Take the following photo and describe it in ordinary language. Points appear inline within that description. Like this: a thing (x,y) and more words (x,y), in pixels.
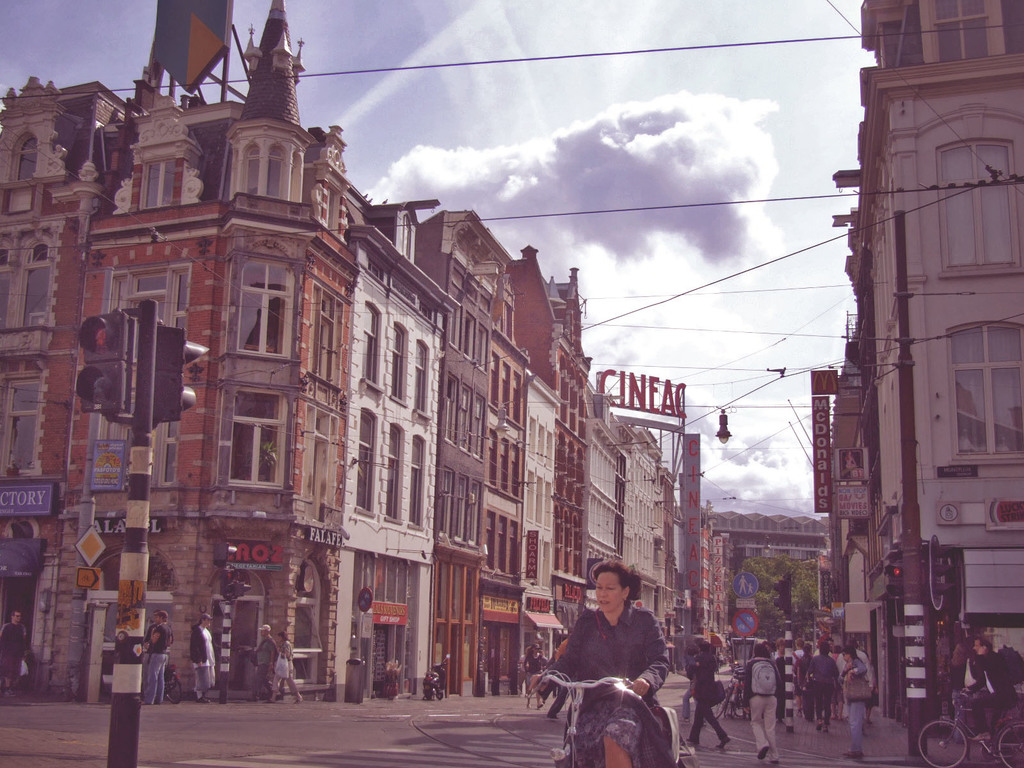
In this image people (707,681) are walking on road (831,725), in the background (932,233) there buildings (979,427) to that buildings (625,491) there are windows (315,350) and doors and the sky (730,168) on the left (134,761) there is a signal pole (141,428).
